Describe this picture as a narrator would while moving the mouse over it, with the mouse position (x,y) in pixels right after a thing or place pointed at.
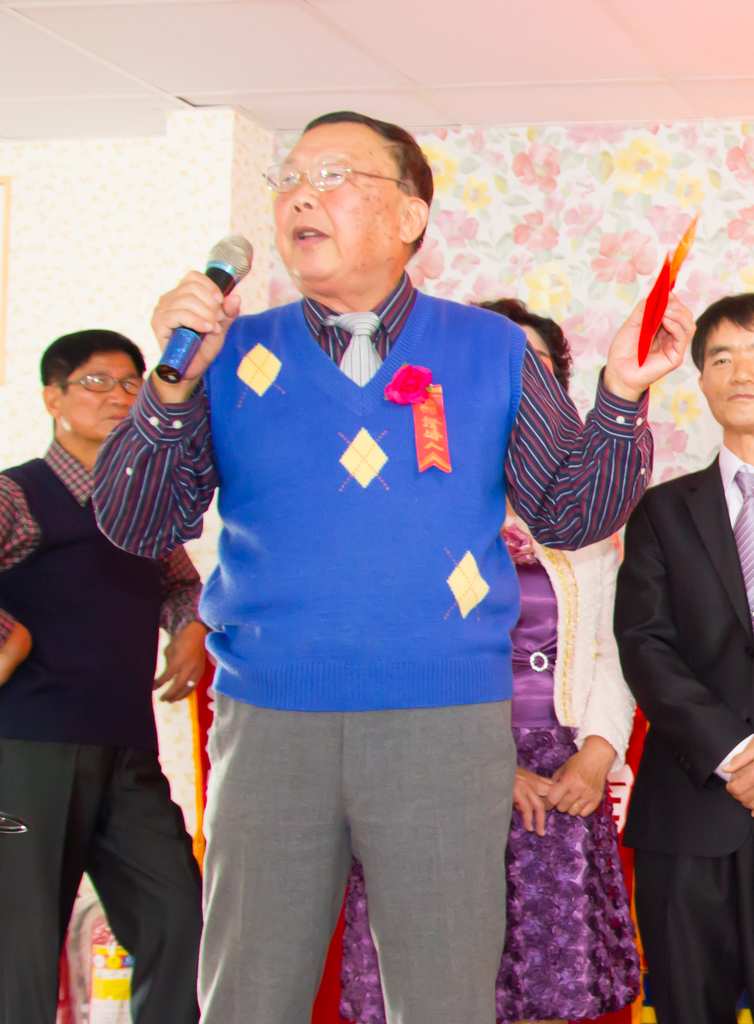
In this image we can see a person (360,627) holding a microphone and an object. In the background of the image (627,213) there are some persons (535,830), wall (428,288) and other objects (5,295). At the top of the image (195,51) there is the ceiling (231,69).
